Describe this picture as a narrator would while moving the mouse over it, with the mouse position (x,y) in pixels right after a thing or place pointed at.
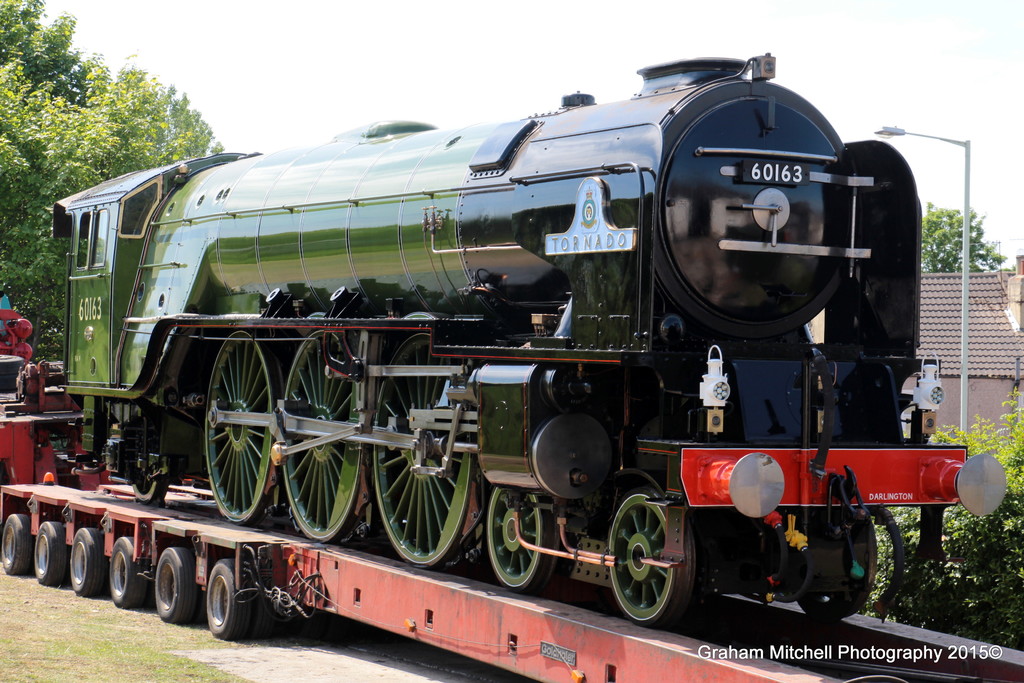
In this image I can see a train engine (629,240) placed on a truck (294,571). On the right side (980,589) there are few plants (980,518), a light pole (965,317) and a house (985,322). On the left side (37,165) there is a tree (23,231). At the top of the image (323,36) I can see the sky (516,41). In the bottom right-hand corner (828,652) there is some text (743,653).
